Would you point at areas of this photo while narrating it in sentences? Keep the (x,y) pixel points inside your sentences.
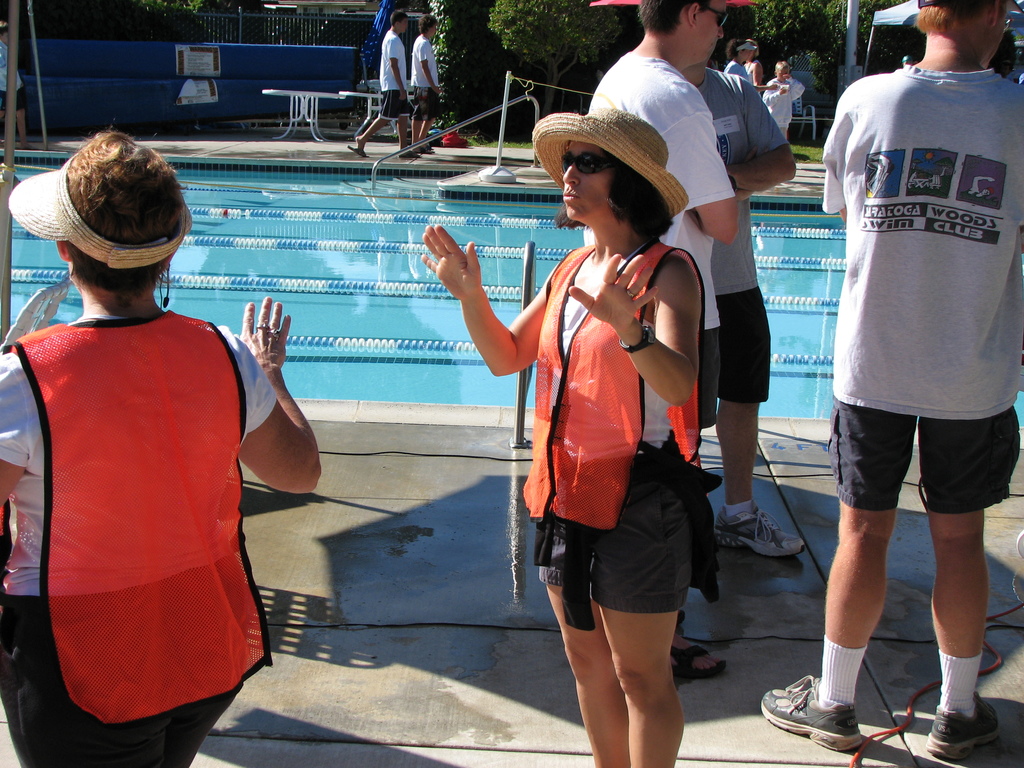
In this image there are persons (564,435) standing there is a person (985,264) truncated towards the right of the image (917,354), there is a person (188,395) truncated towards the left of the image (72,442), there are objects (38,304) truncated towards the left of the image (19,334), there is a swimming pool (318,266), there is a person (389,95) walking, there are tables (318,124), there are trees (615,45), there is a poster (190,66) on the surface (101,69), there is an object (895,21) truncated towards the right of the image (881,16), there is a pole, there is fencing (295,33).
